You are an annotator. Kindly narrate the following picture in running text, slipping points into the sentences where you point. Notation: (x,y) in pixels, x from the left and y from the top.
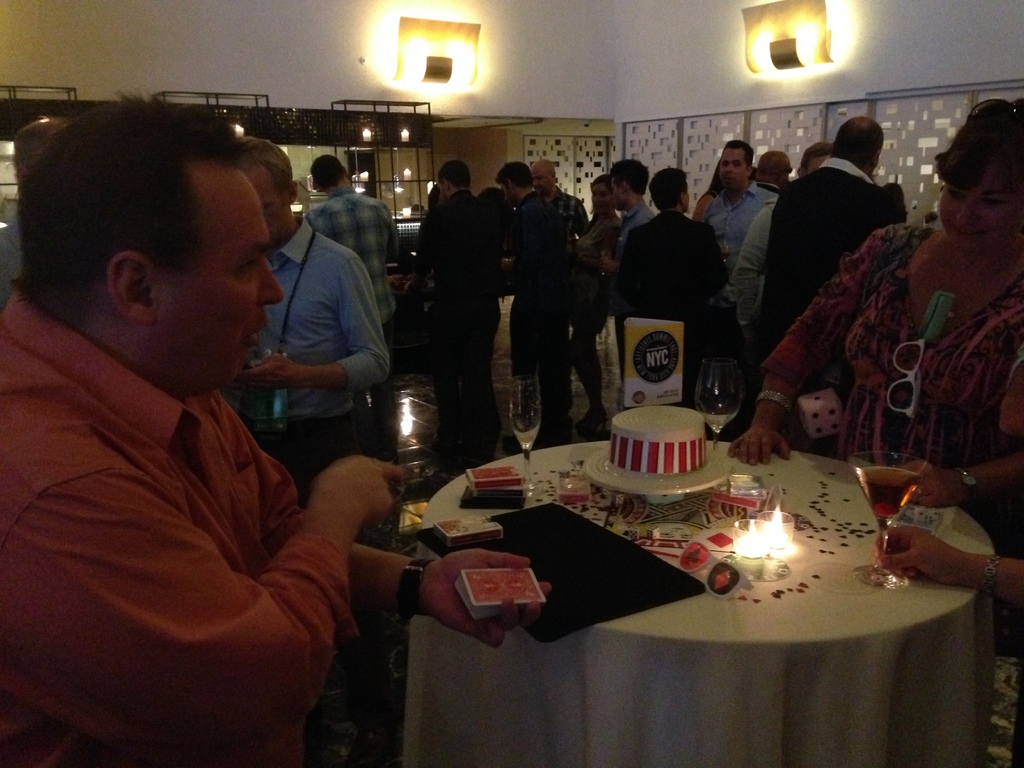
In the picture there are few people (570,269) stood and in the front (672,434) there is a table (806,593) with candles (741,526) and cake (682,444) on it, on the right side (983,319) there is woman (802,319) and on left side (71,504) there is a man (244,458).
